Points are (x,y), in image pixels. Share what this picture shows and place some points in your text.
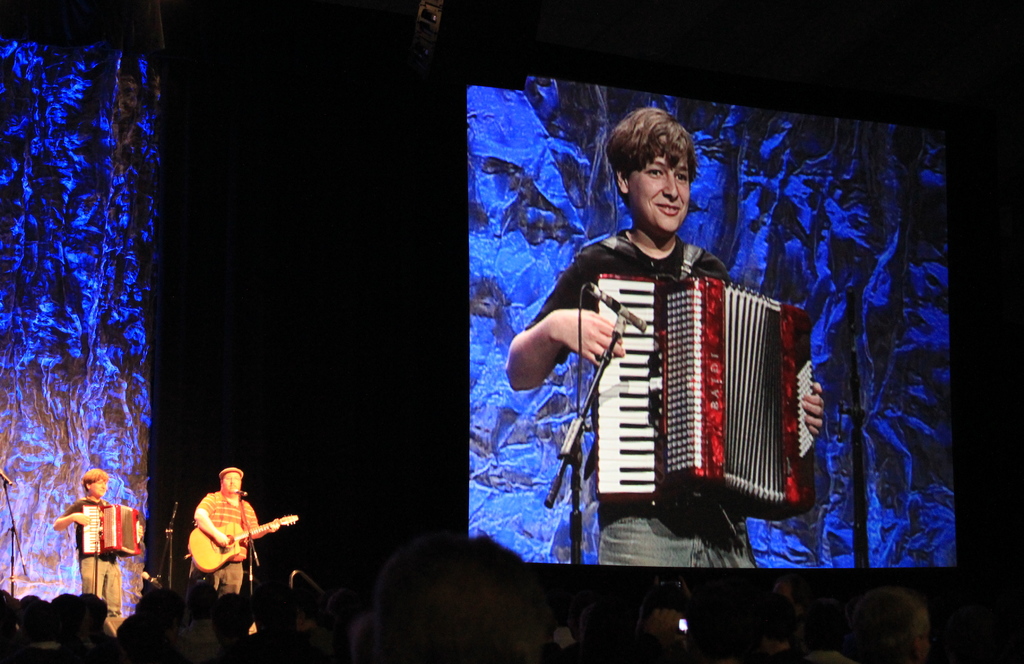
On the background (618,360) we can see a screen (838,327) and a person (639,206) playing musical instrument (710,419). Here we can see two persons (216,497) standing in front of a mike (173,529) and playing musical instruments (195,542).
